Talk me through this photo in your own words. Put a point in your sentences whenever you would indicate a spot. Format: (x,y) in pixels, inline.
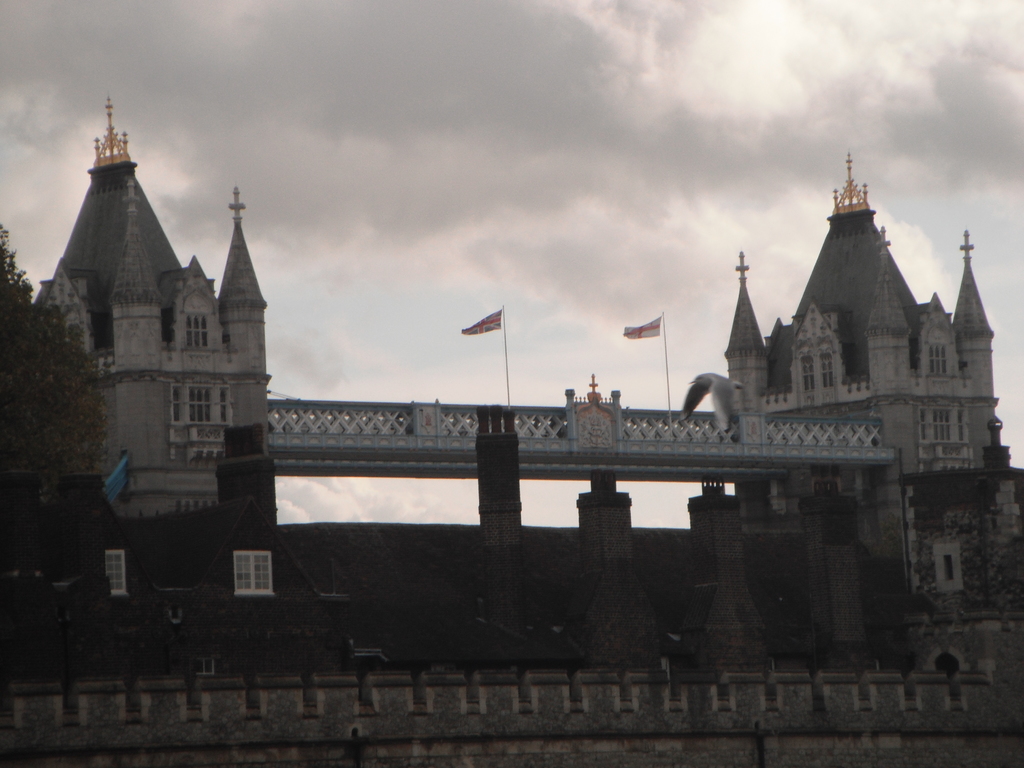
Here we can see a bridge (629,477), buildings (651,541), pillars (482,535), trees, and flags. In the background (671,152) there is sky (957,100) with clouds (979,231).
